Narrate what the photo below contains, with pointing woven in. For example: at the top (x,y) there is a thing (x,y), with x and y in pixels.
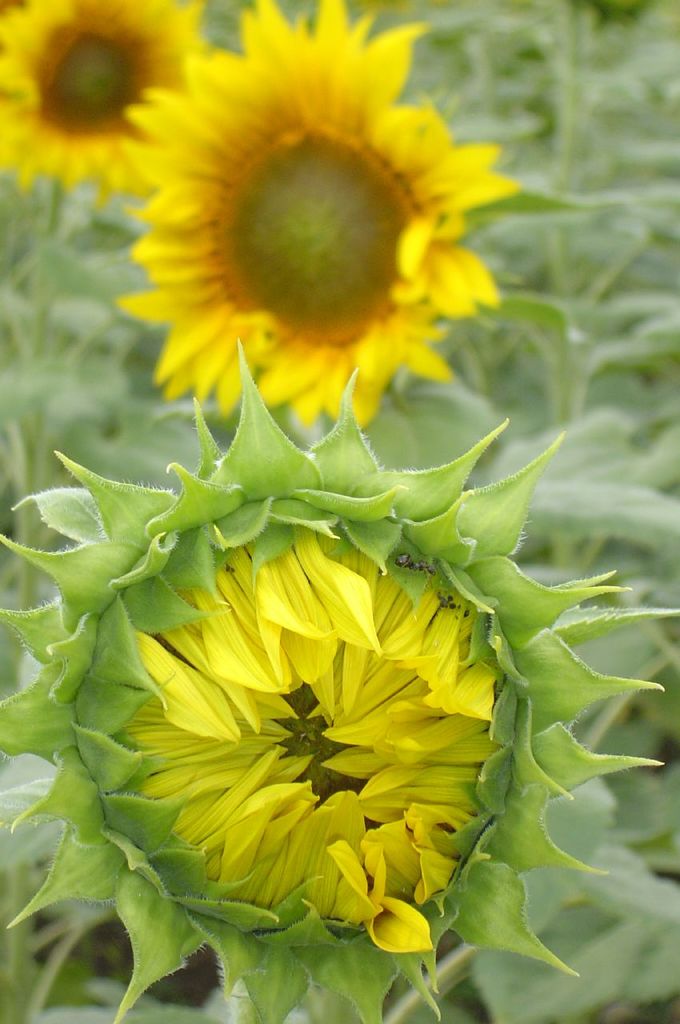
In this image we can see a flowers (296,445) of a plant (395,428).
